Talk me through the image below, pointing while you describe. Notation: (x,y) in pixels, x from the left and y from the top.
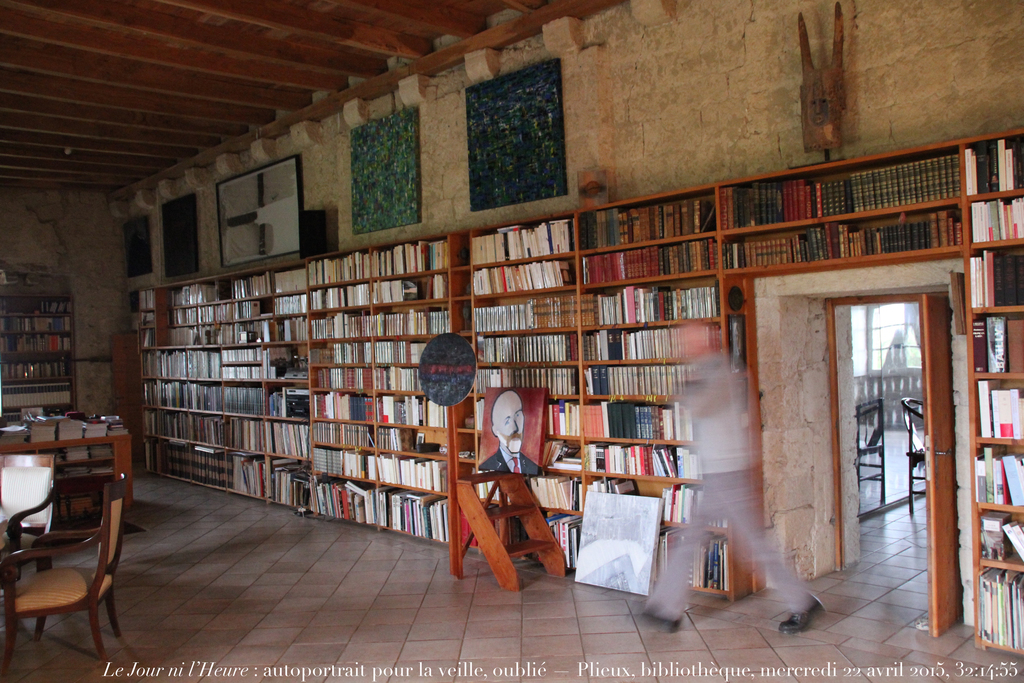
In this picture I can observe a library (512,385). There are number of books (852,194) placed in the shelves (161,312). On the right side (699,334) I can observe a person (713,337) walking on the floor (375,594). On the left side (45,444) there is a table (82,444) and two chairs (72,581). In the background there is a wall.
